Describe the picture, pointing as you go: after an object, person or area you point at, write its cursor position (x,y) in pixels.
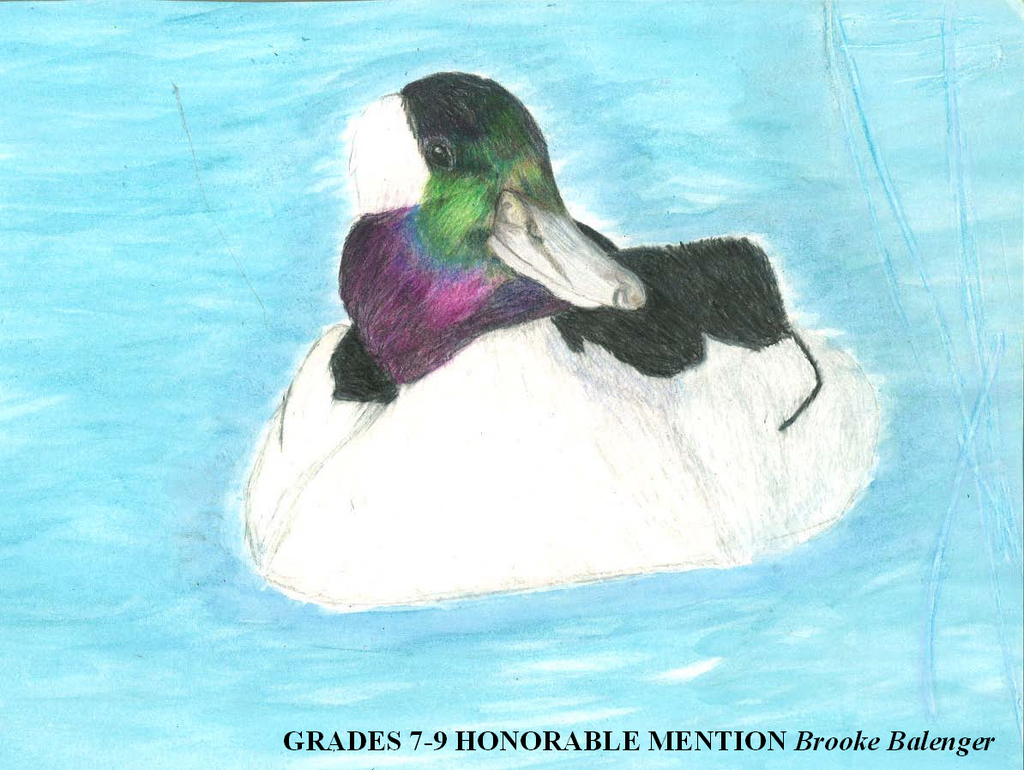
In this picture I can see a drawing (350,112) of a duck (433,506) in the water (548,632), and there is a watermark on the image.
